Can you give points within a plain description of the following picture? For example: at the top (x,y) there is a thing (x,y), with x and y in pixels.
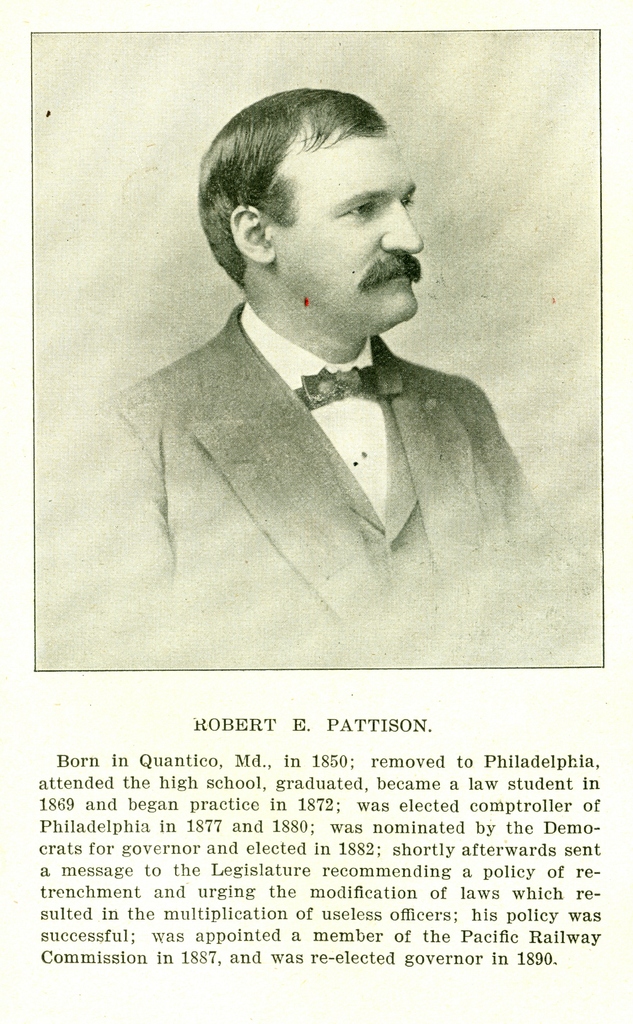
In the center of the image (283,461) a man (321,378) is there. At the bottom of the image (450,814) some text (397,896) is there.
